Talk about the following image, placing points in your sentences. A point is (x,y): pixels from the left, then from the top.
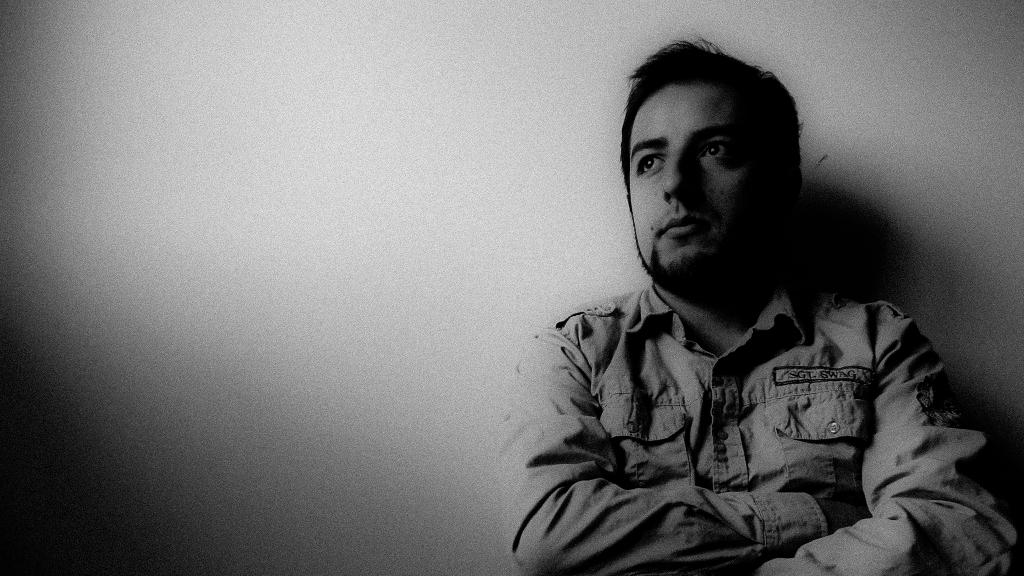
In this image I can see a person (635,201) and the wall (479,232). The image is in black and white.
